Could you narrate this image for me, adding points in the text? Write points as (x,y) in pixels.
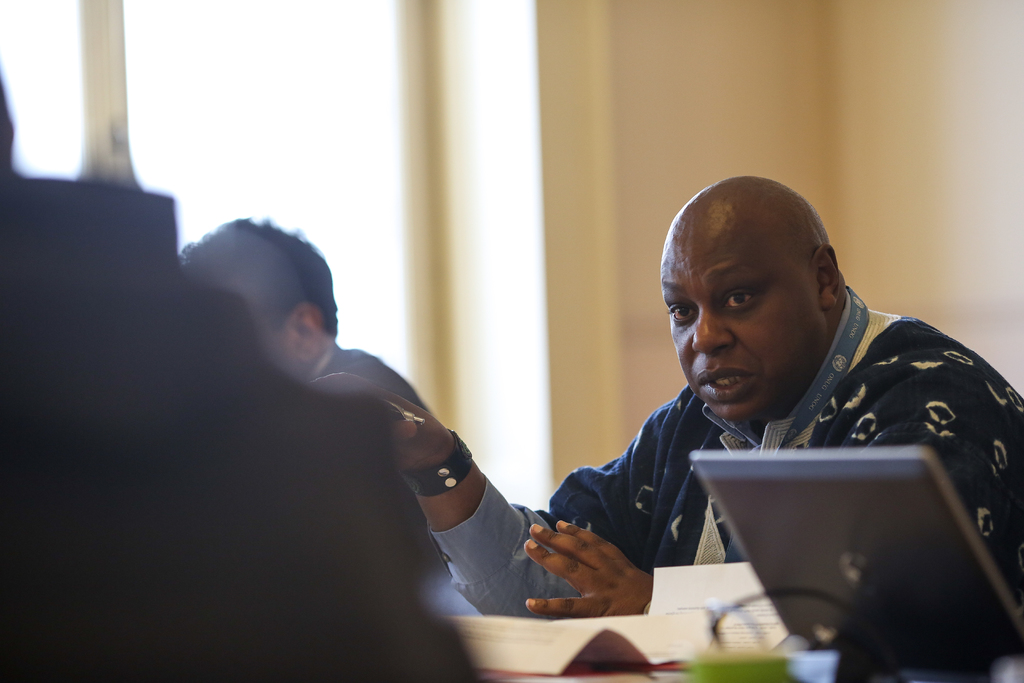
In this image there is a man (750,415) sitting. He is wearing an identity card (845,365). In front of him there is a table (582,637). On the table (731,610) there is a system (839,592). There are also papers (597,634) on the table (599,662). Beside the person (363,383) there is another man (275,349) sitting. Behind them there is a wall (678,81). To the left (170,86) there is a window (230,145) to the wall (623,78).
